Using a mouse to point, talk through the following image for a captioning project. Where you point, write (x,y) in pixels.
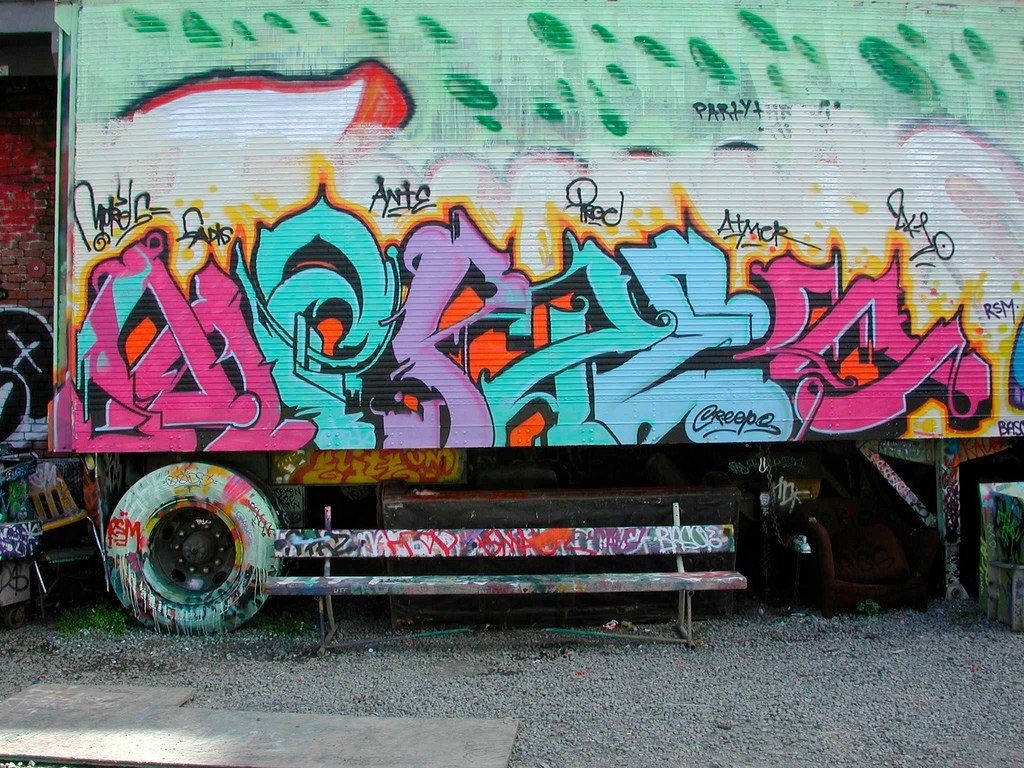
In this image I can see the vehicle (273,453) and I can see the painting (464,396) on the vehicle (248,337). In the background (18,373) I can see the painting (8,321) on the wall (26,233). In-front of the wall (27,206) I can see some objects (49,487).
